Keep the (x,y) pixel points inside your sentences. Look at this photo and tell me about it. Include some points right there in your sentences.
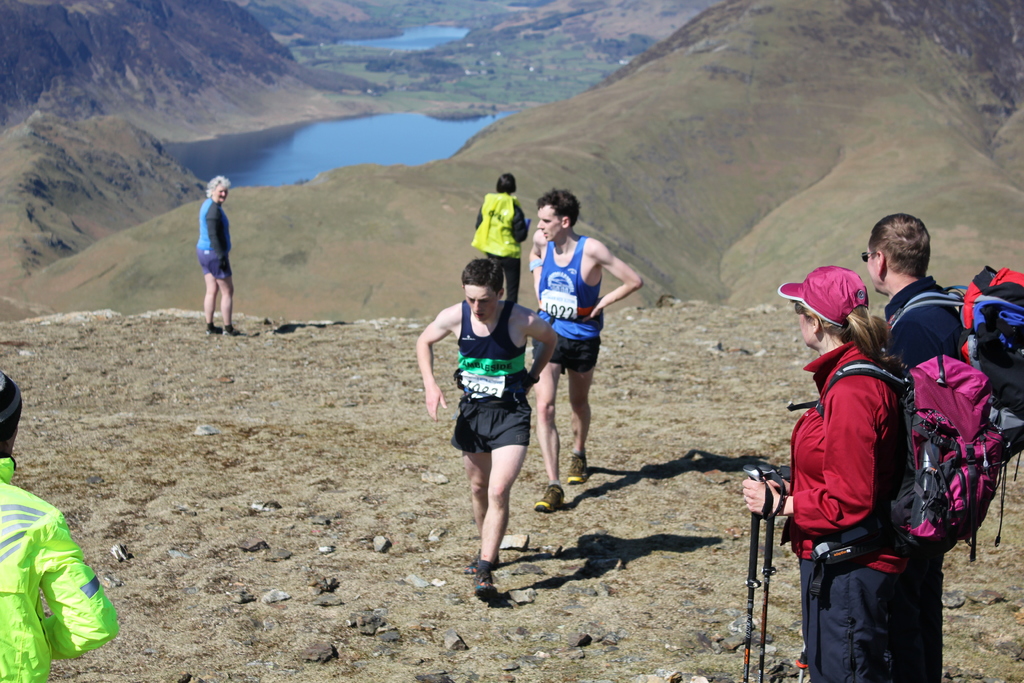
In this image we can see two men (492,544) are walking on the ground (451,578) and there are stones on the ground (366,393). On the right side (822,511) we can see two persons (804,544) are standing and carrying bags (976,468) on the shoulders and a person (875,593) among them is holding sticks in the hands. In the background (91,72) we can see two persons (236,327) are standing on the ground (61,420), water (254,138) and hills (216,128). On the left side (41,586) we can see a person (37,582).
